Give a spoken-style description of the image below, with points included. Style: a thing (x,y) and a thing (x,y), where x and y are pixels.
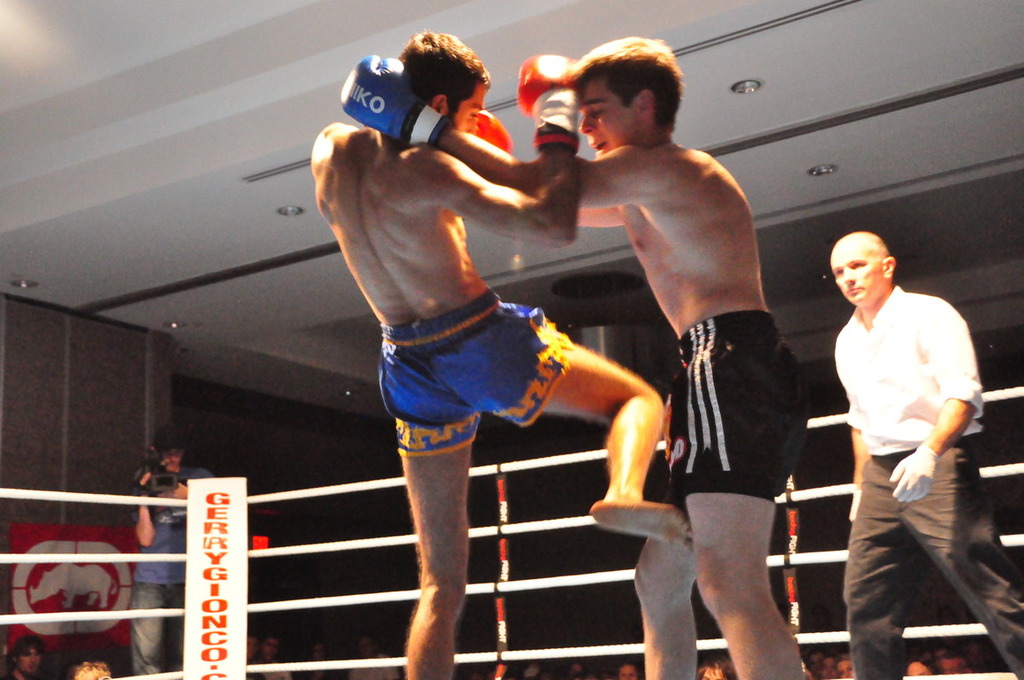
In this picture we can see three men (736,370) wore gloves (919,453) and standing in a boxing ring (906,633) and in the background (850,667) we can see a group of people (845,668) and a man (168,461) holding a camera (146,484) with his hands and standing, poster (92,606) on the wall (129,407) and some objects (213,635).
